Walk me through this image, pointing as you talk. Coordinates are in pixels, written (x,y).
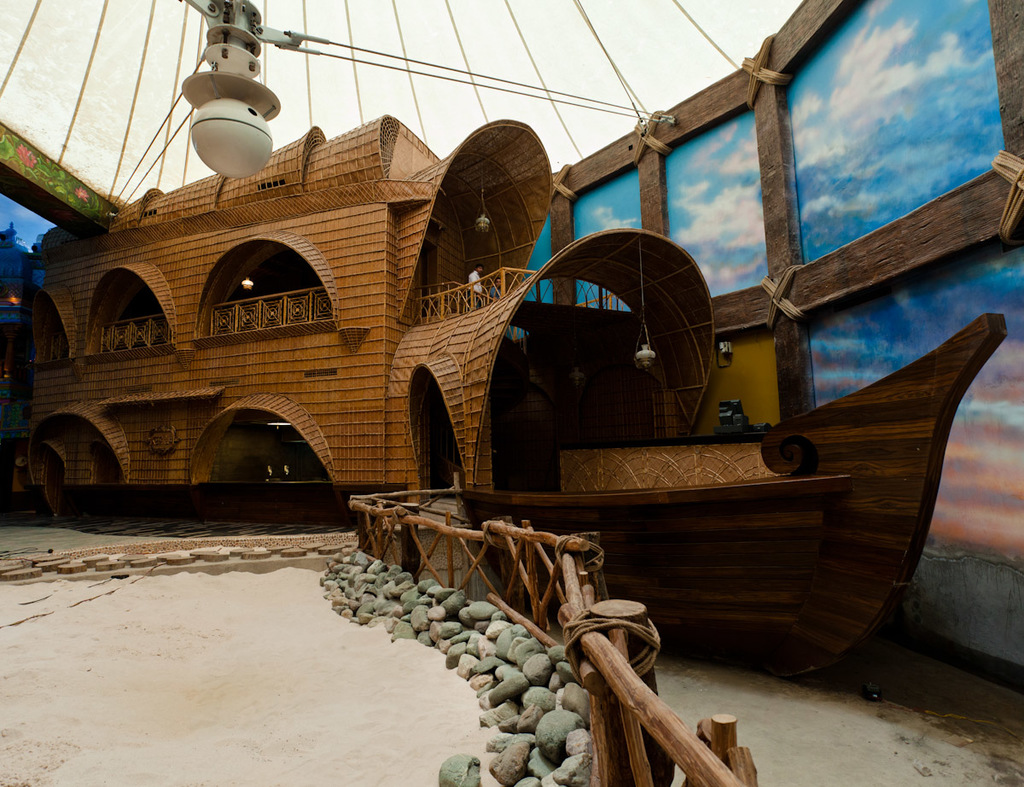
In this image we can see a ship (607,454) beside the wooden wall (878,204). There is also a roof (507,98) for shelter and at the bottom (542,674) we can see stones (512,675) and fence (587,631).
